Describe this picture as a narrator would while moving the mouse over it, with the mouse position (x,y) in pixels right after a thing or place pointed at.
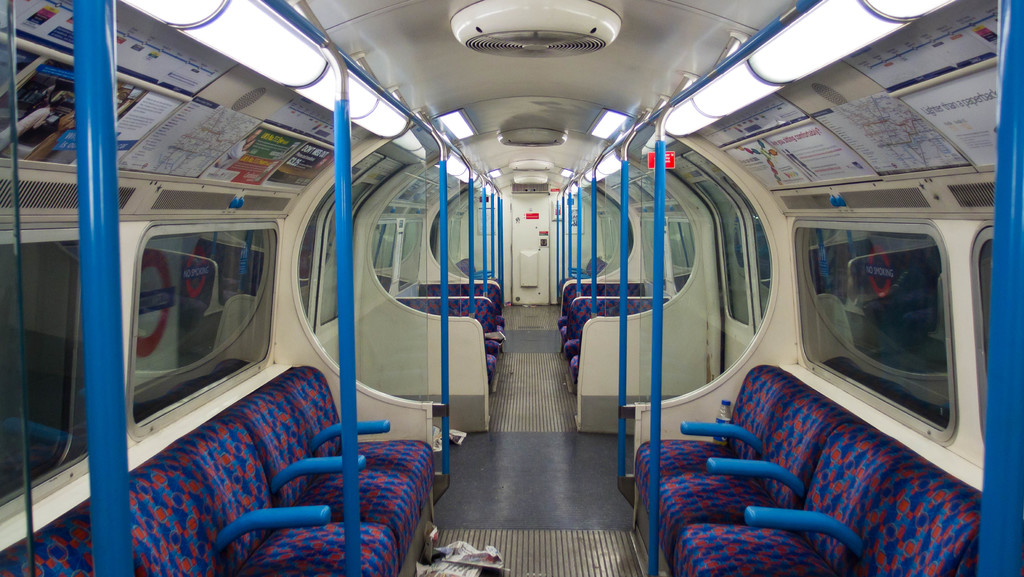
In this image I can see the inner part of the train (571,527). I can also see few chairs (377,445), poles (345,255) in blue color, left and right I can see glass windows (194,334) and lights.
